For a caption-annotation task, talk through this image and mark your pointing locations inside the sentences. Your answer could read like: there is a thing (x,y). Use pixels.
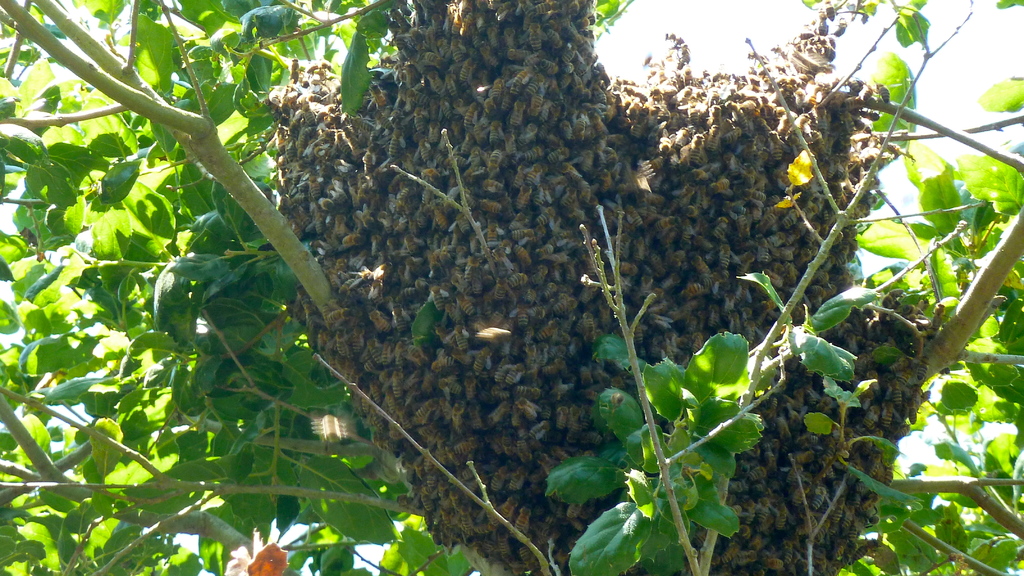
In the foreground of this image (475,204), there are honey bees (520,317) on the comb (492,319) which is on the tree (889,362). On the top (759,17), there is the sky (742,17).
